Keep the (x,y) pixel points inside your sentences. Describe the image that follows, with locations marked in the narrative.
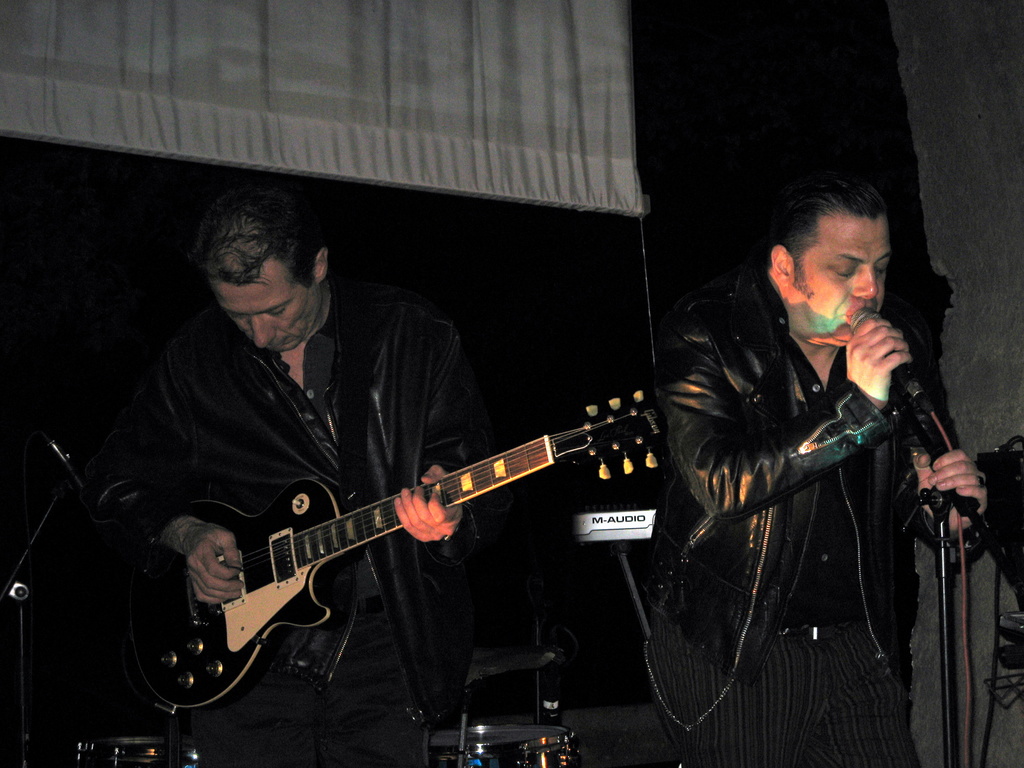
In this picture we can see a man (882,288) who is singing on the mike (867,321). And another man (426,305) is playing guitar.
